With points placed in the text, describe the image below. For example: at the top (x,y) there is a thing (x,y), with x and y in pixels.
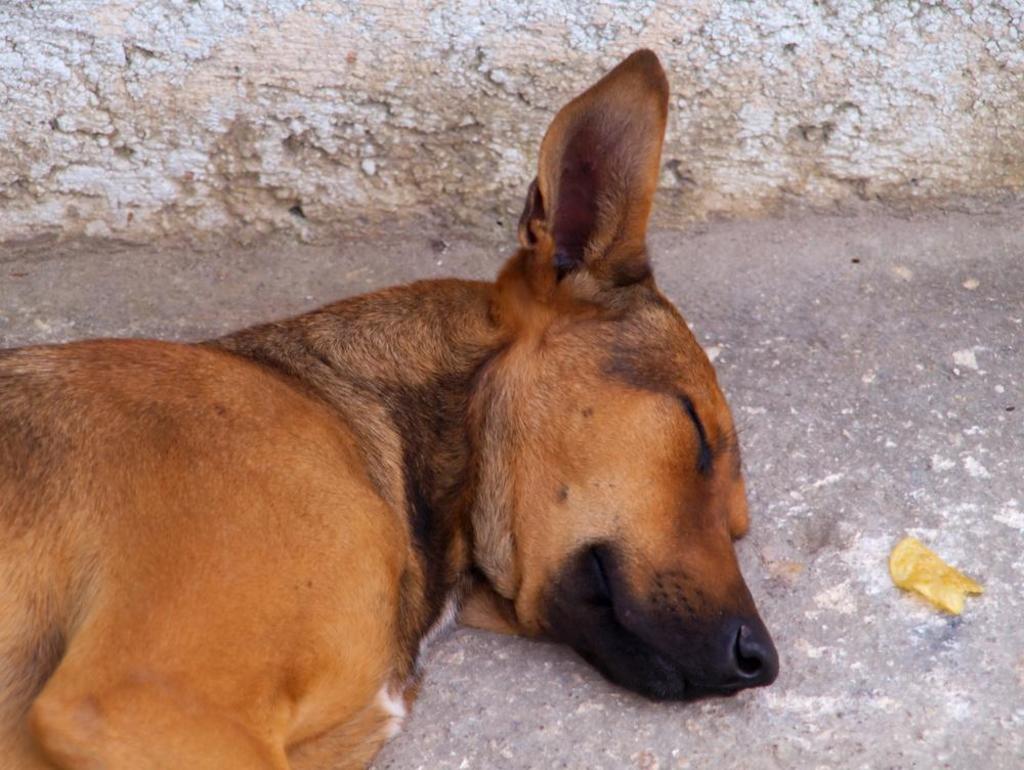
In this picture I can see a dog (733,593) laying on the ground (853,413), it is brown in color and I can see wall (718,107).
